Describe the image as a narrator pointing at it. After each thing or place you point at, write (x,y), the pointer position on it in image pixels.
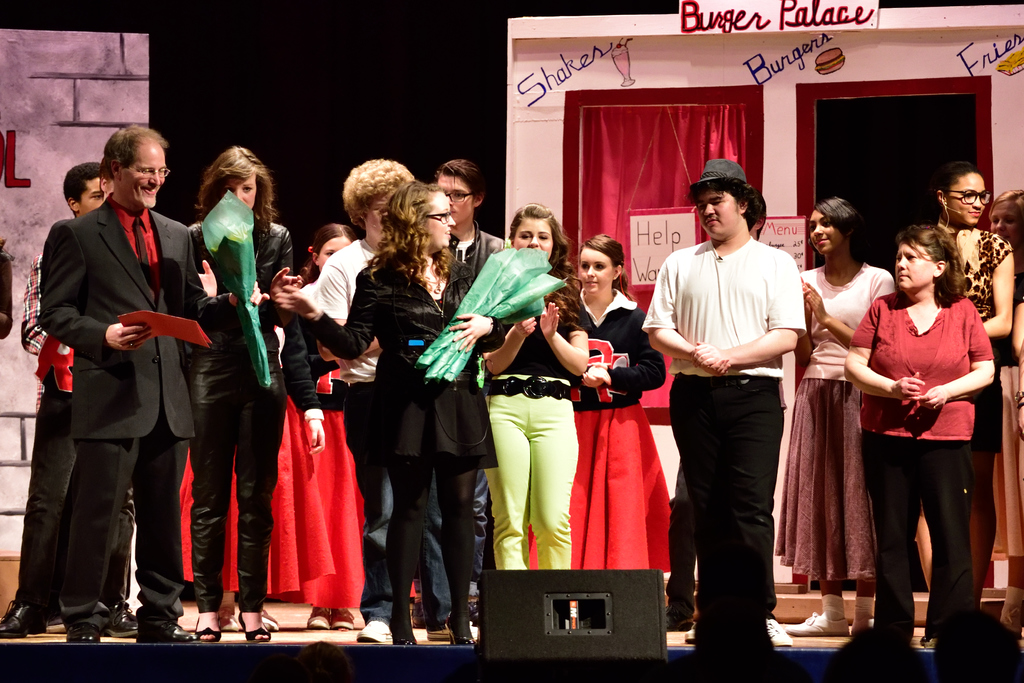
In this image we can see a group of people (515,363) standing on a stage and a few people (440,325) are holding some objects (502,300). There is a dramatic setting (688,123) behind a group of persons (399,466).
